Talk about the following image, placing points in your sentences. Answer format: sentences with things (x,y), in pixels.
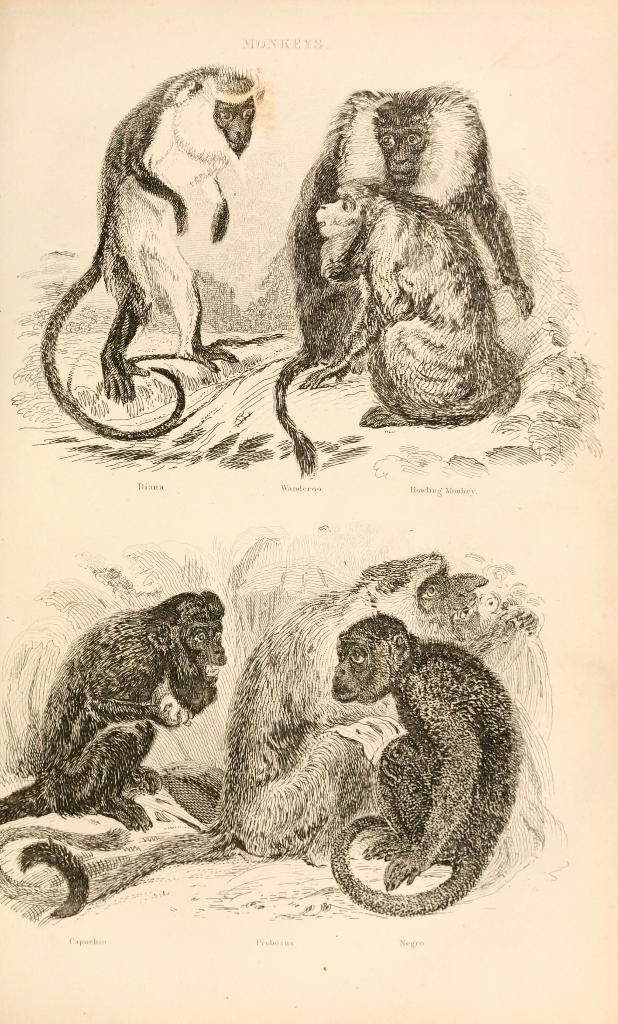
In this picture there are sketches (204,351) of monkeys (324,690). Three monkeys (413,218) are at the top (374,212) and three monkeys (270,780) are at the bottom (440,690).
